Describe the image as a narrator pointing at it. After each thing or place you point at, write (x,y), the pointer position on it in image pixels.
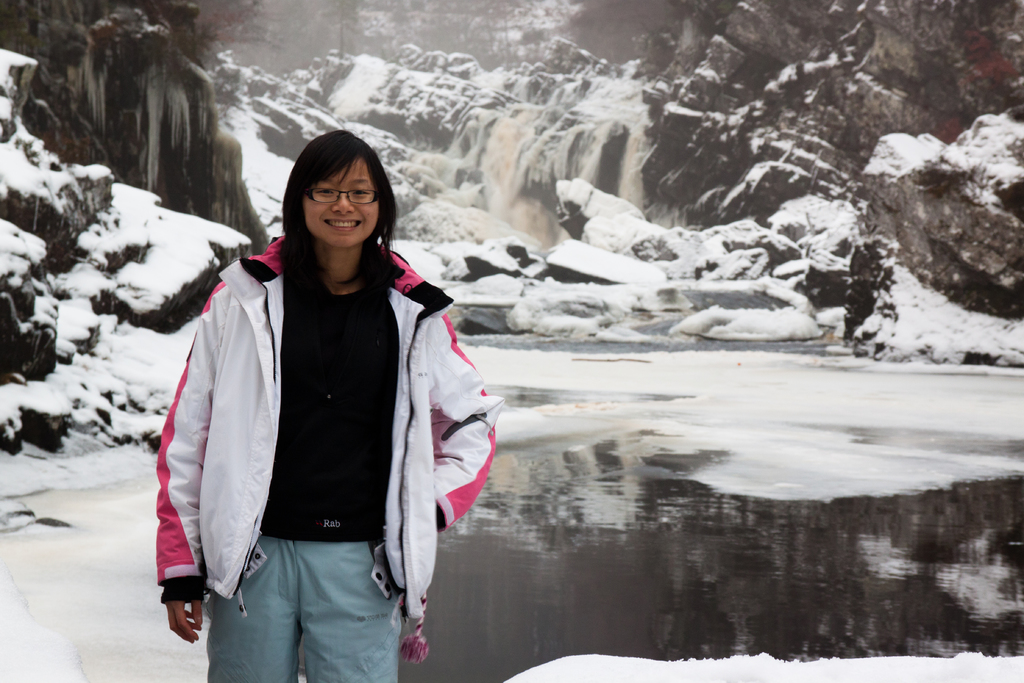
In this image there is a lady (339,381) standing with a smile on her face (320,228), behind her there is some water (638,605) on the surface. In the background (438,173) there is a snow (92,178) on the mountains (92,178) and waterfall (525,180).
